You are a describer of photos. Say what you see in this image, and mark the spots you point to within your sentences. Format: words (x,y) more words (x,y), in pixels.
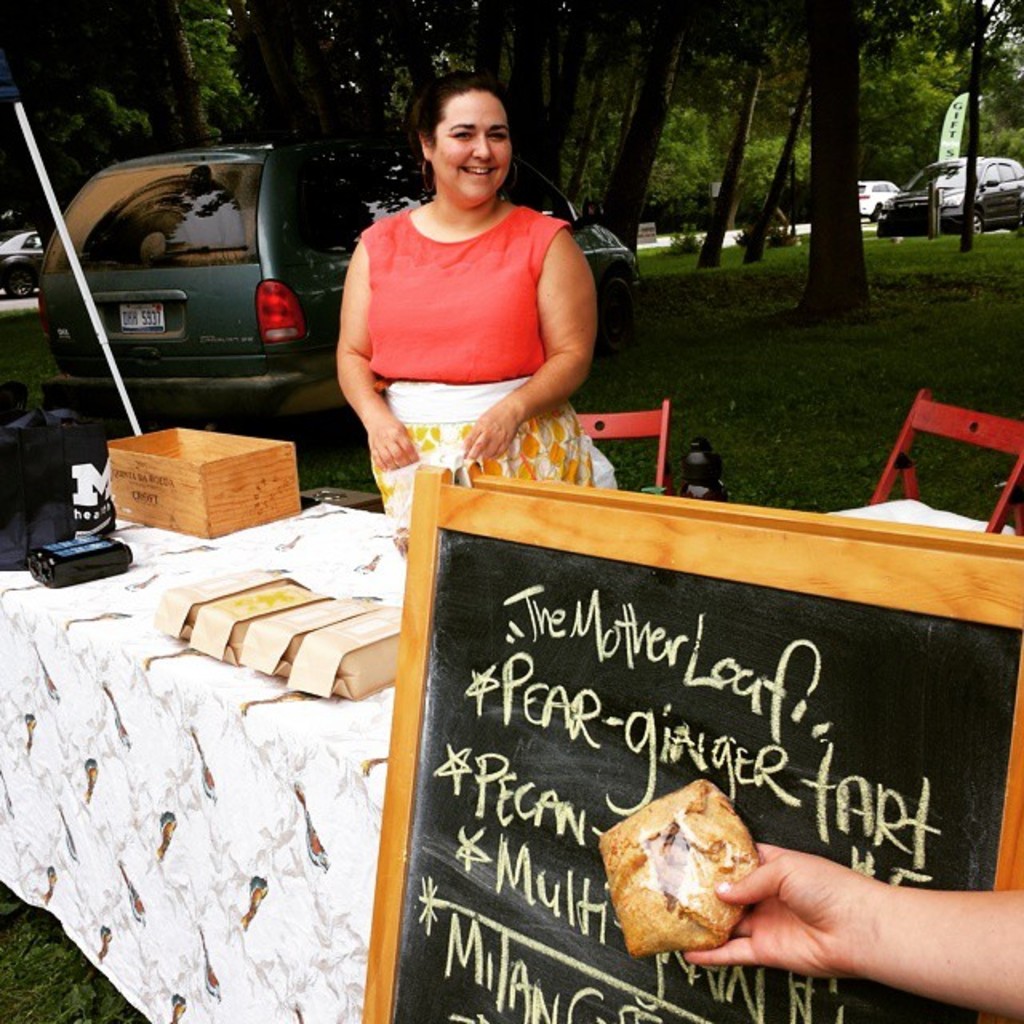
In this image, There is a table (118,789) which is covered by a white cloth (240,740) and there is a black color board (646,633) and a person (875,936) holding a food item (676,855), There is a woman (380,445) standing behind the table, In the background (143,295) there is a car (221,282) of green color and there are some trees (753,79) of green color.
